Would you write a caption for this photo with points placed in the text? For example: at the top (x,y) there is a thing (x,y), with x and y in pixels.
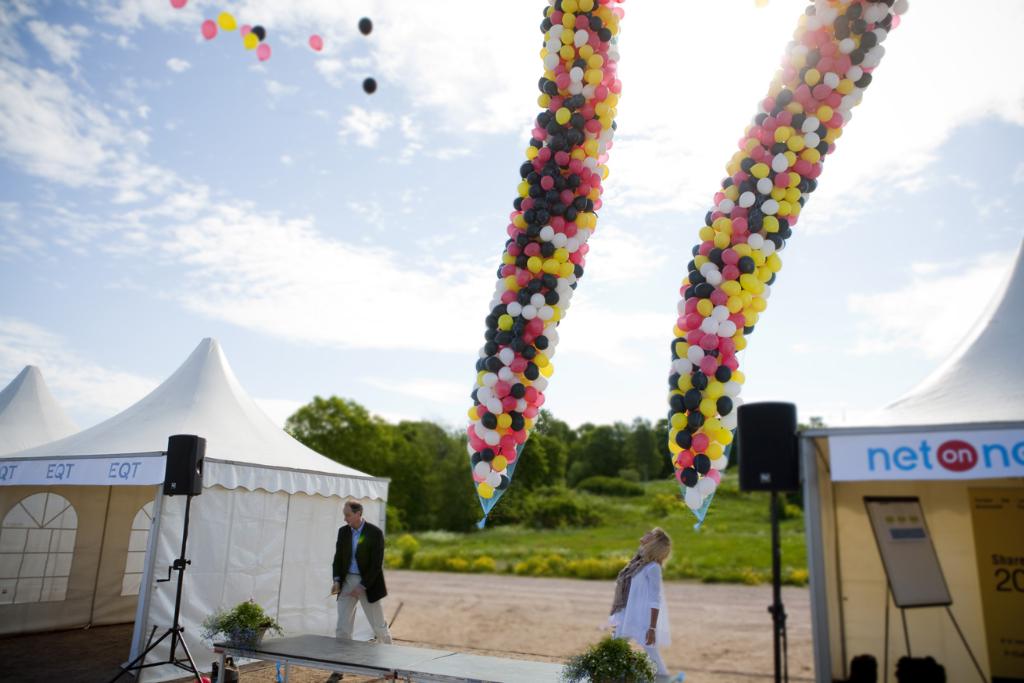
In this image we can see persons (359,563), balloons (700,393), tent (364,474), plants (210,632) and other objects (770,416). In the background of the image (519,489) there are trees (578,466) and grass (597,510). At the top of the image (290,201) there is the sky (389,138). At the bottom of the image (356,645) there is an object (304,648).
